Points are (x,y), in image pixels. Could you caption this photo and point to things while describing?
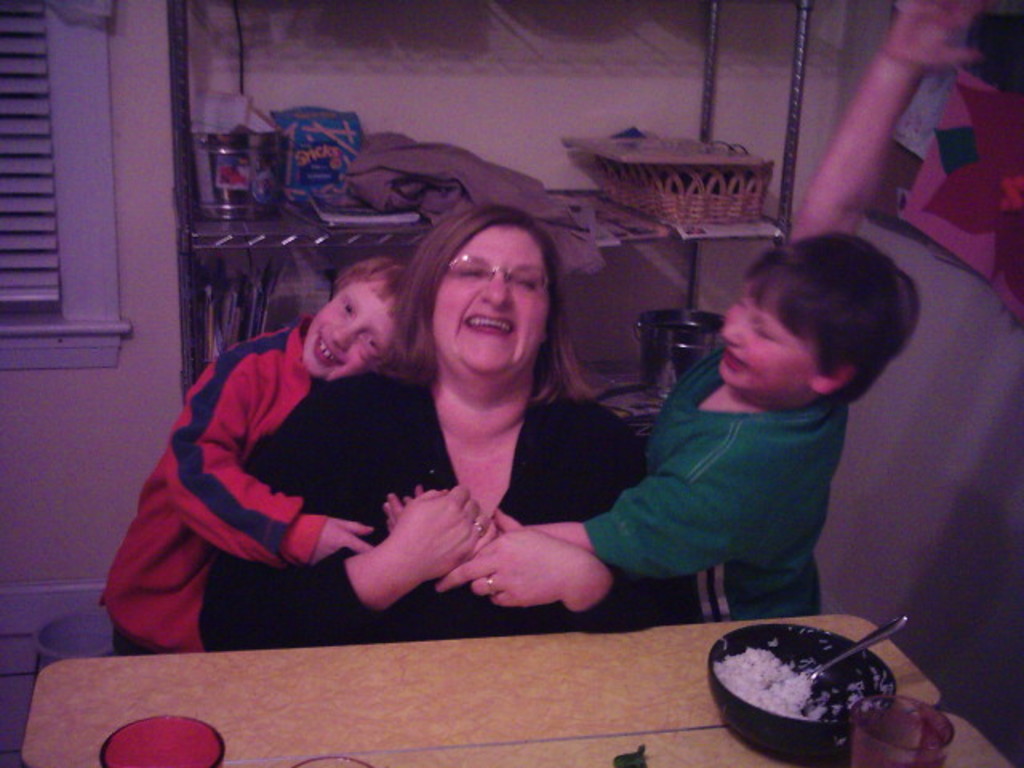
There are three persons (468,395) in this image two kids (690,392) playing with a woman (578,463) and there is a rice bowl (783,695) at the right side of the image (806,729) and at the background of the image (369,191) there are objects (500,168).
